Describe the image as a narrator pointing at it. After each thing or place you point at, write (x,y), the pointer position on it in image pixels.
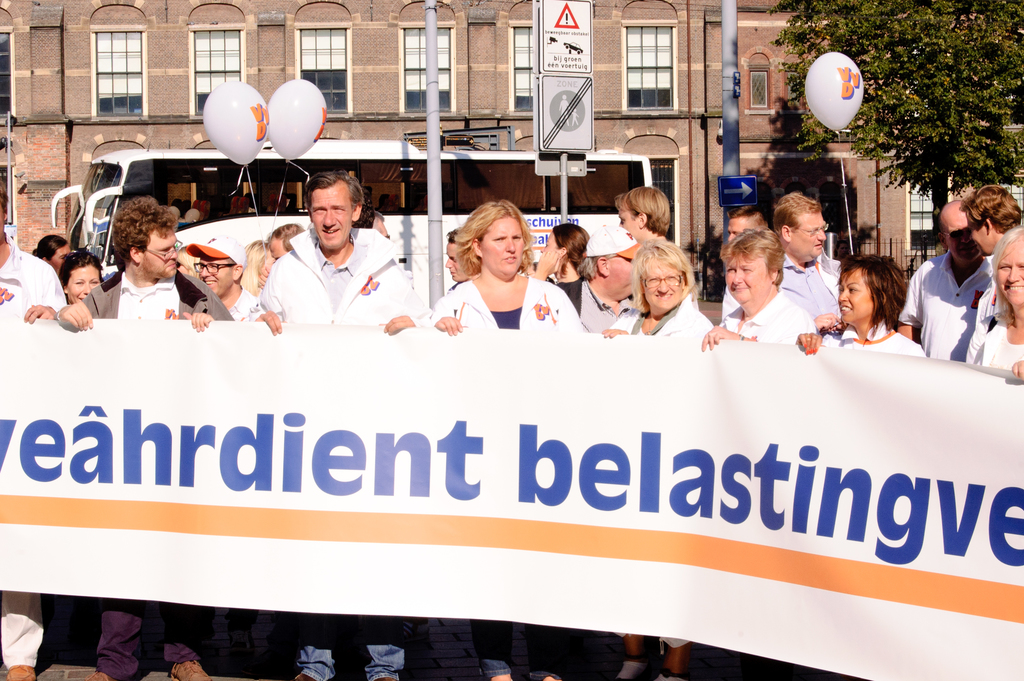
In this image I can see the group of people (508,270) standing and these people (488,291) are wearing the white color shirts (402,301) and holding the banner (391,425). On the banner (344,429) I can see something is written. In the background (274,179) I can see the balloons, vehicle (394,207), boards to the poles (433,141). I can also see building (453,55) with windows (634,90) and a tree (966,77).
